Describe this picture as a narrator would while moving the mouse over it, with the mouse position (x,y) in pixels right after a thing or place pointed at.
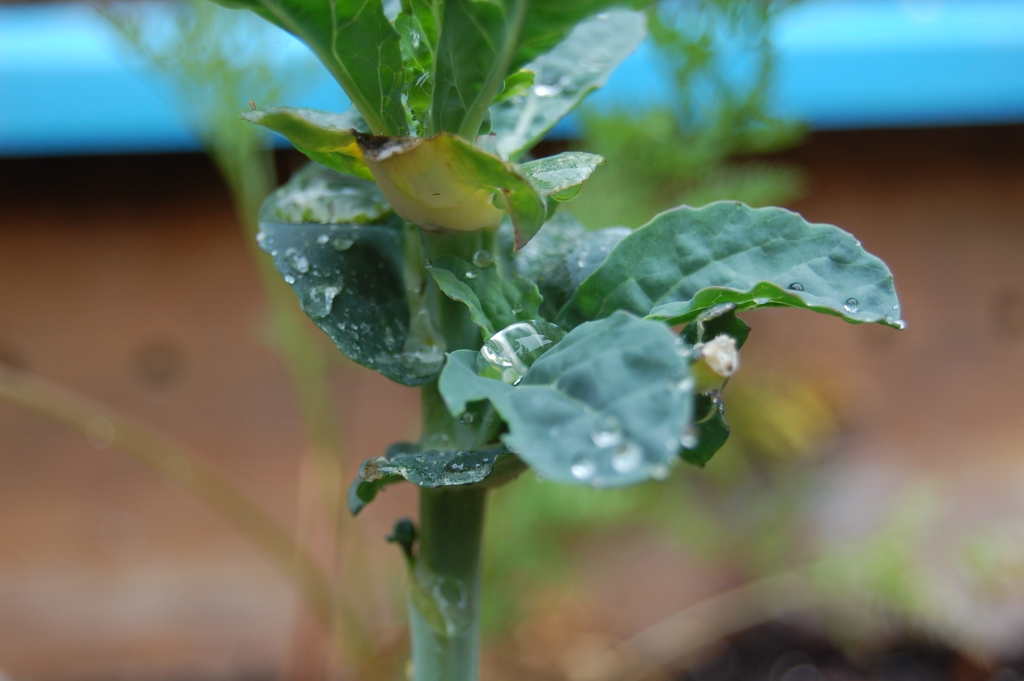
As we can see in the image there is a plant (558,356) and the background (935,205) is blurred.
